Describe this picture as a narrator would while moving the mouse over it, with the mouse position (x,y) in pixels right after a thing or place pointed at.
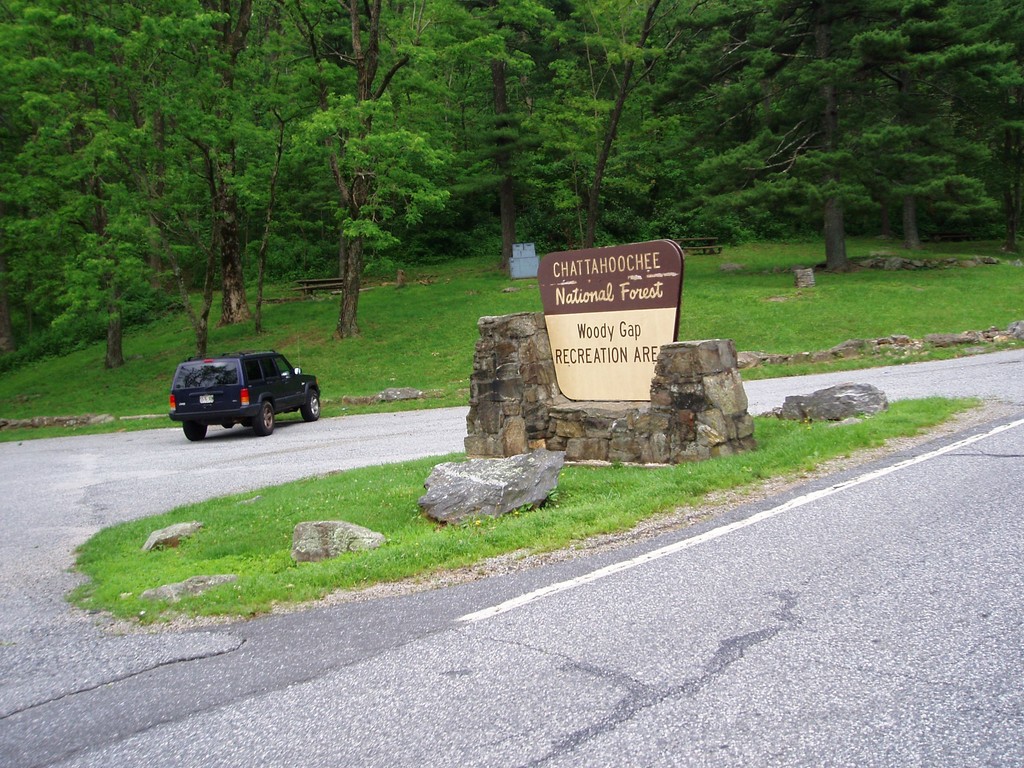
In the background (263,95) we can see trees (850,113) and grass (868,257). Here we can see a board (676,298) on a stone platform (587,418). Here we can see a vehicle (255,390) on the road (57,591).
